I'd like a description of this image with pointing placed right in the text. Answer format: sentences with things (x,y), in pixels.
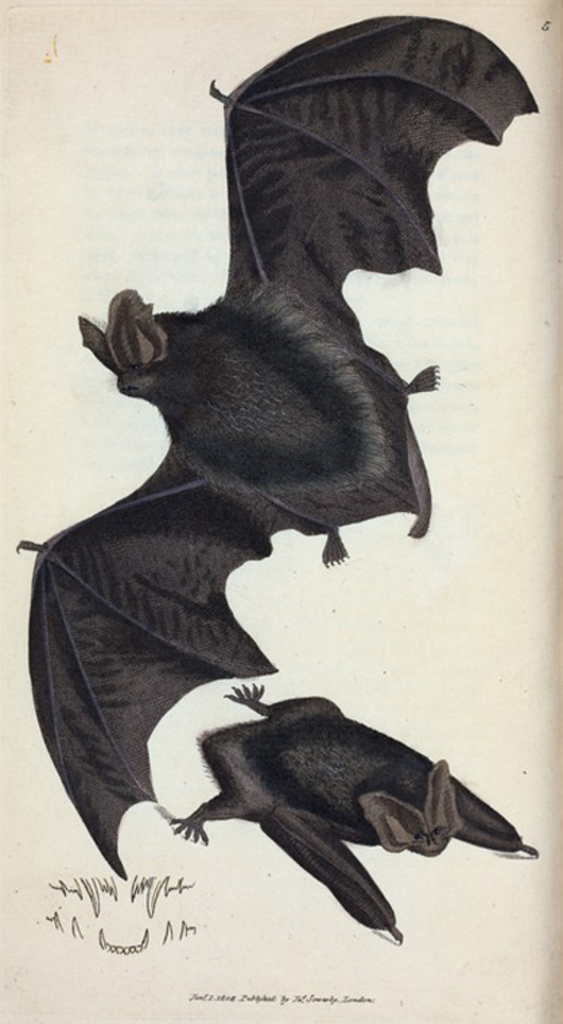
In this picture we can see bats (213,652) and some text (361,999) on the page (276,554).
